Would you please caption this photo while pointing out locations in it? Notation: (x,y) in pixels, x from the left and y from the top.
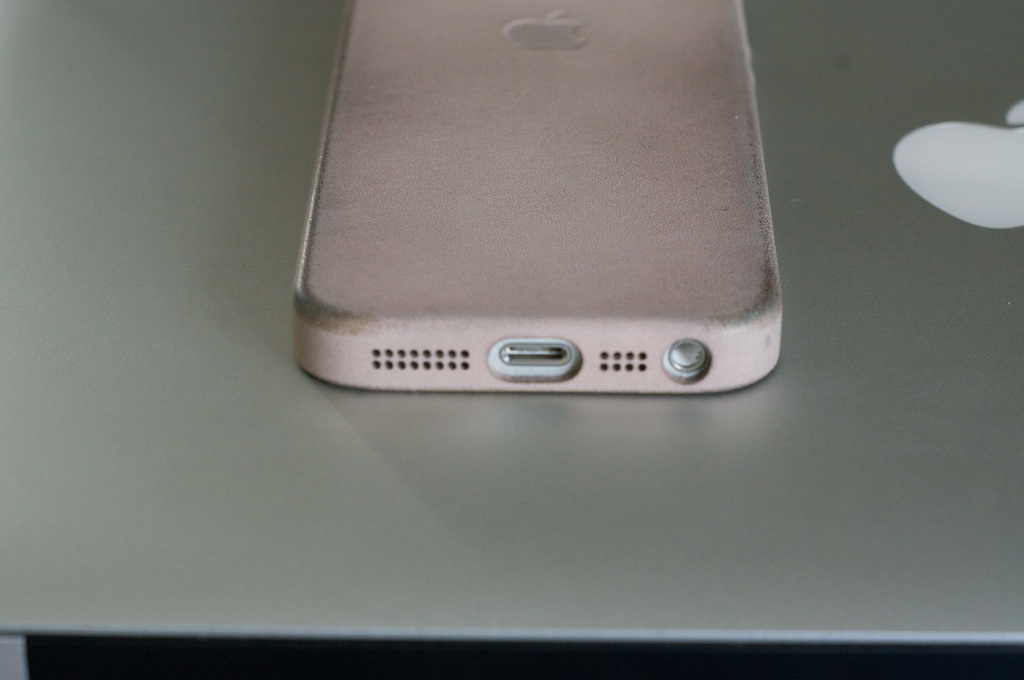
In this image there is an apple mobile (552,218) on the apple mac book (186,214).
